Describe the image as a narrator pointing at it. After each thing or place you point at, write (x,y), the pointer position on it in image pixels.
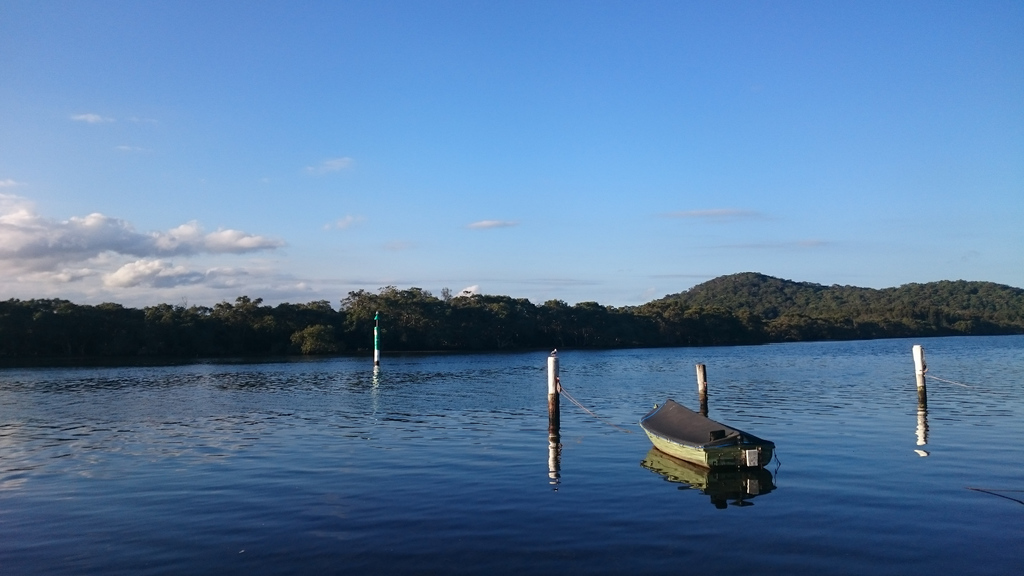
In this image I can see a boat (701,449) is on the water (505,468). I can see few poles (376,348) in water (814,455). The water (870,468) is in blue color. Back I can see a trees (482,317) and mountains (771,276). The sky (420,177) is in blue and white color.
